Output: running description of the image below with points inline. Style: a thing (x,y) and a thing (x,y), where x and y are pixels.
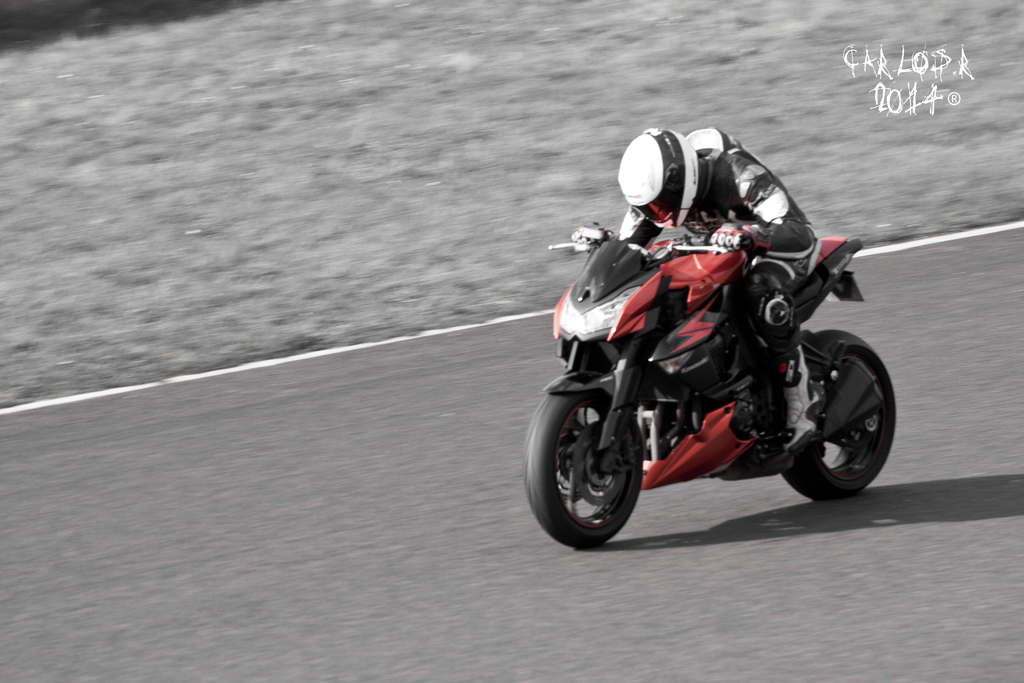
At the top right corner of the image (925,92) we can see a water mark (914,94). Here we can see a man (726,172) wearing a helmet (672,161), gloves (745,233) and riding a motor bike (737,267) on the road (411,421).
